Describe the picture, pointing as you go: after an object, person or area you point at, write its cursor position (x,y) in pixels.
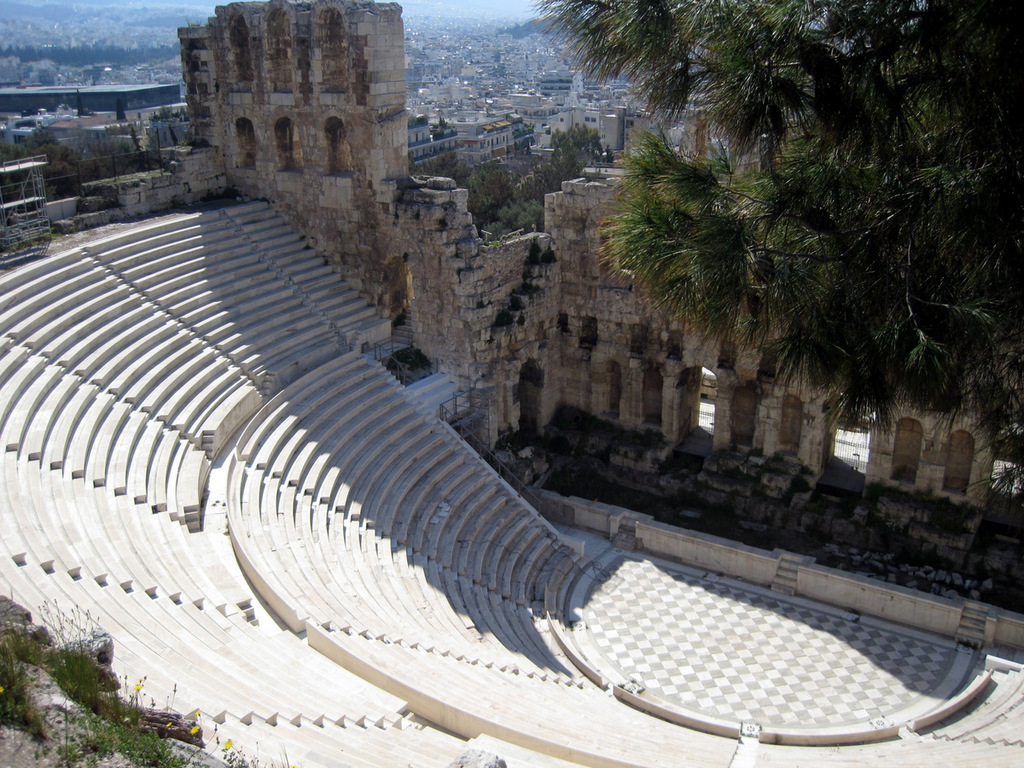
This image is taken outdoors. In this image there are many buildings (535,123) and houses (550,135). There are many trees (863,290) and plants (870,230) with leaves (777,198), stems (807,256) and branches (734,330). In the middle of the image (396,497) there are many stairs (528,687) and there is a floor (789,621).
